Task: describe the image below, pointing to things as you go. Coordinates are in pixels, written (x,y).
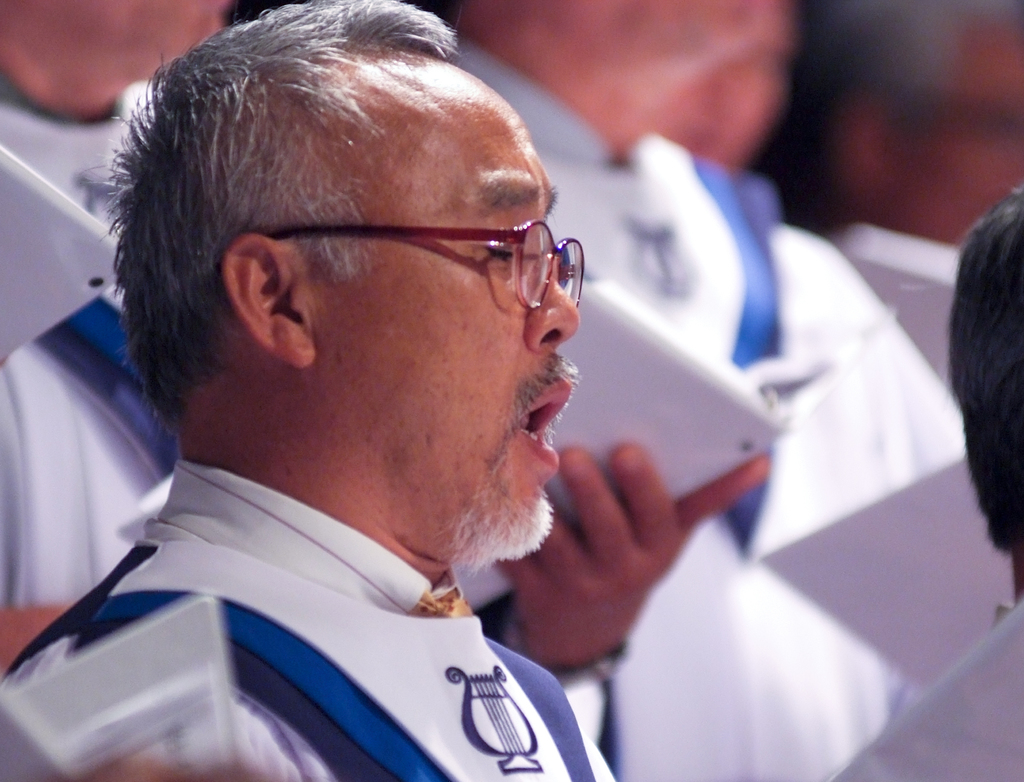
This image consists of few persons (463,476). They are wearing white dress (216,566). And it looks they are offering prayers.
